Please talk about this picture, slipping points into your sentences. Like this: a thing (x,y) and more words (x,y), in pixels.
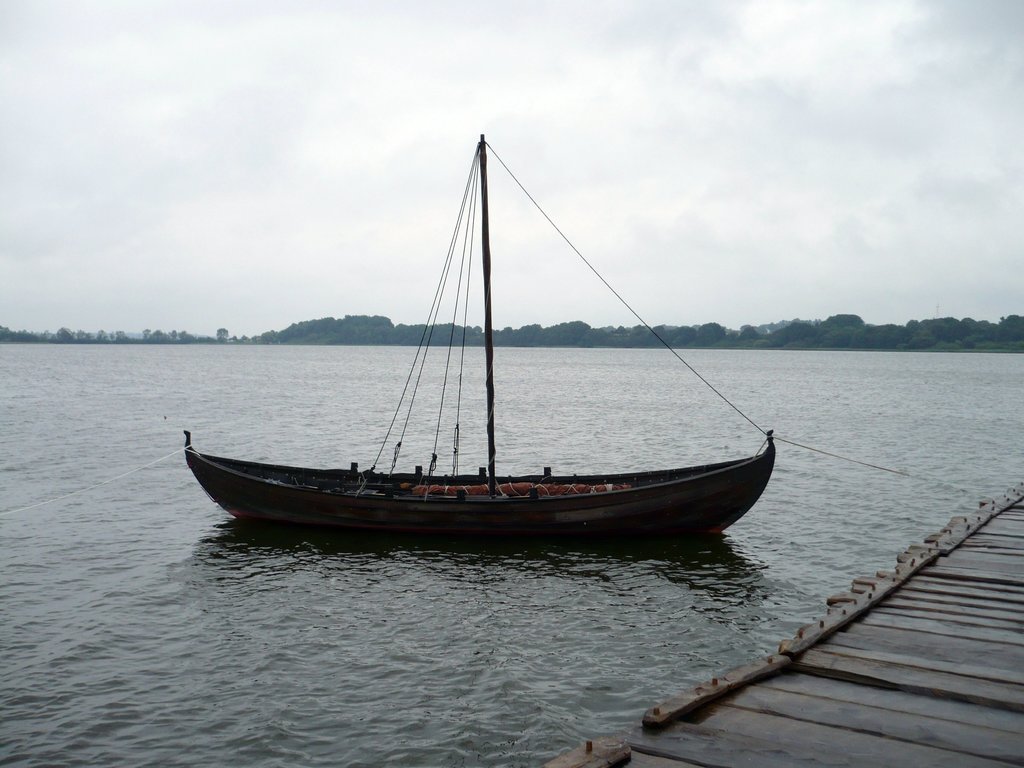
In this image, we can see a ship (386,498) moored on the water (630,701). There are a few trees (315,333). We can see the sky (300,178).
